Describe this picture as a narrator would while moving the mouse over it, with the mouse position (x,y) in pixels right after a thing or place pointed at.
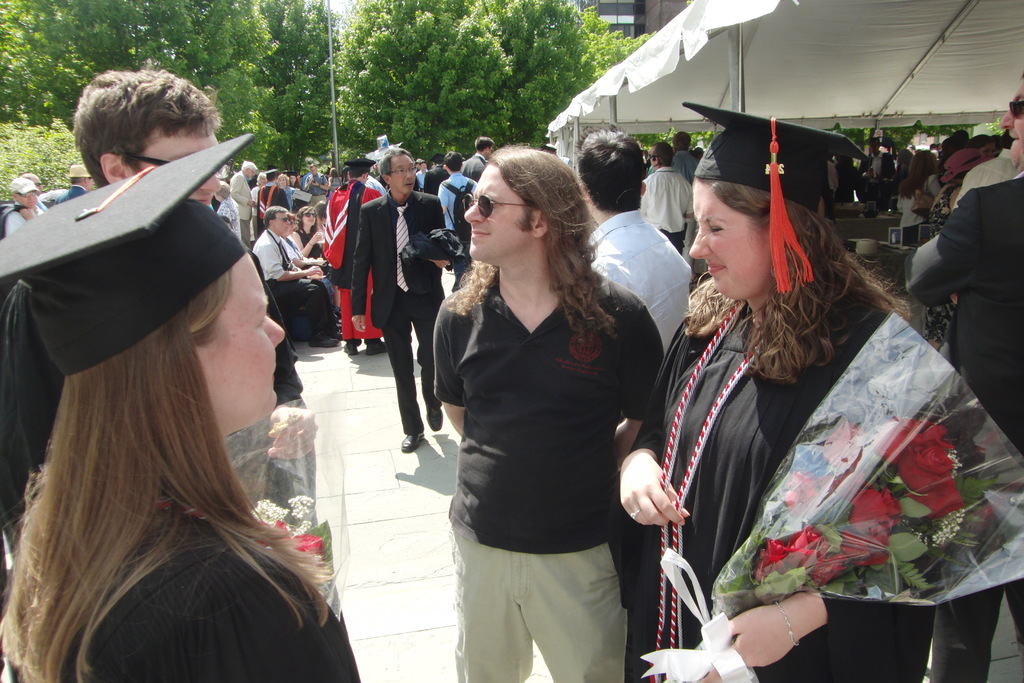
In this image, we can see a group of people (172,290). Few are standing, sitting and walking. Few are wearing hats (746,170) and glasses (488,206). Few people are holding flower bouquets (930,504). At the bottom (447,617), we can see a platform (407,655). Top of the image (887,99), there is a tent (795,80), building (629,20), glass (636,31), trees (583,50), poles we can see.
